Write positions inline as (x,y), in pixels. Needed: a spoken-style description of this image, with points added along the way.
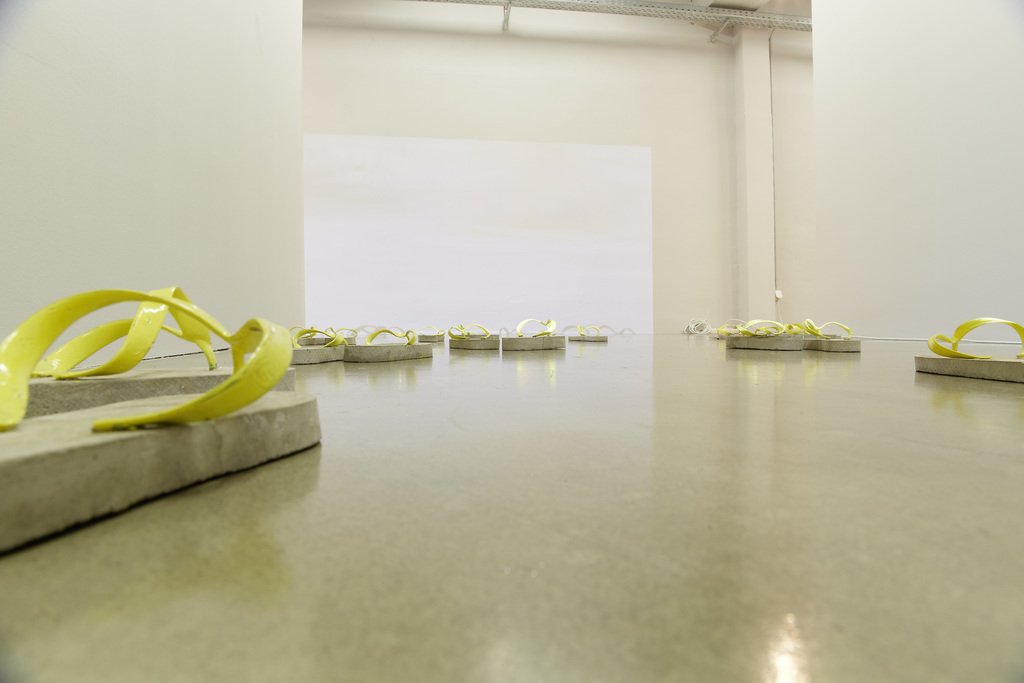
In this image, we can see slippers (173,439) on the floor (488,533) and in the background (456,135), there is a wall (622,69) and we can see some rods (657,13).
